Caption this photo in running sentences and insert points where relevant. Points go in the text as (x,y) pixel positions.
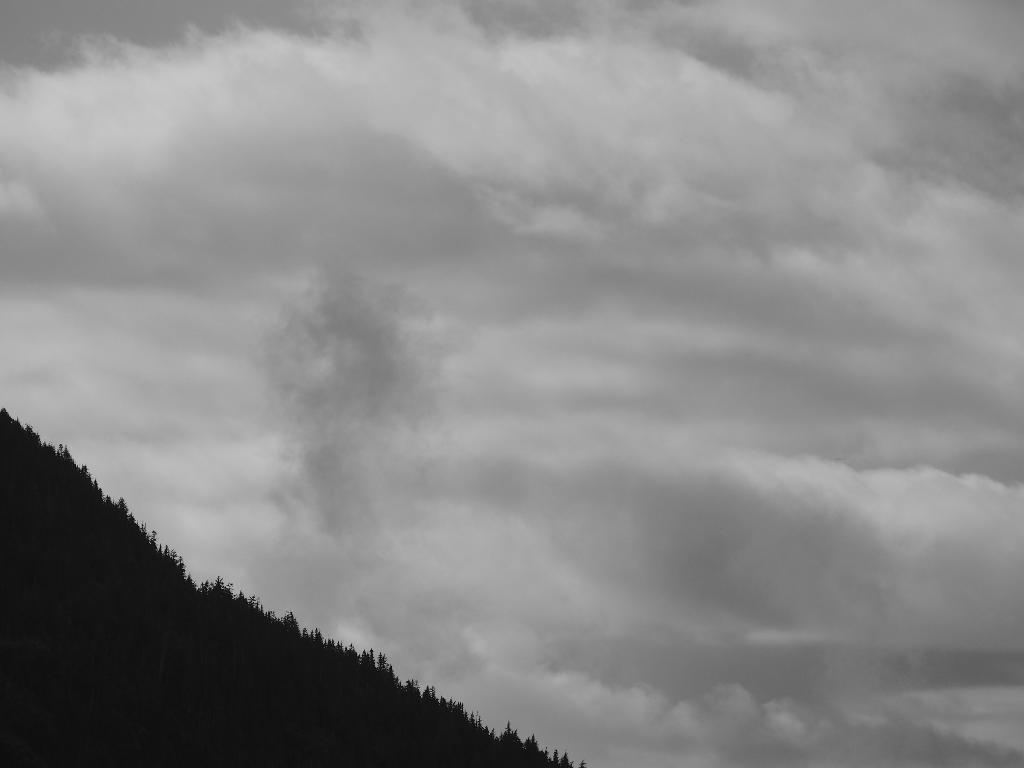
In this picture we can see trees (241,712) and we can see sky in the background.
